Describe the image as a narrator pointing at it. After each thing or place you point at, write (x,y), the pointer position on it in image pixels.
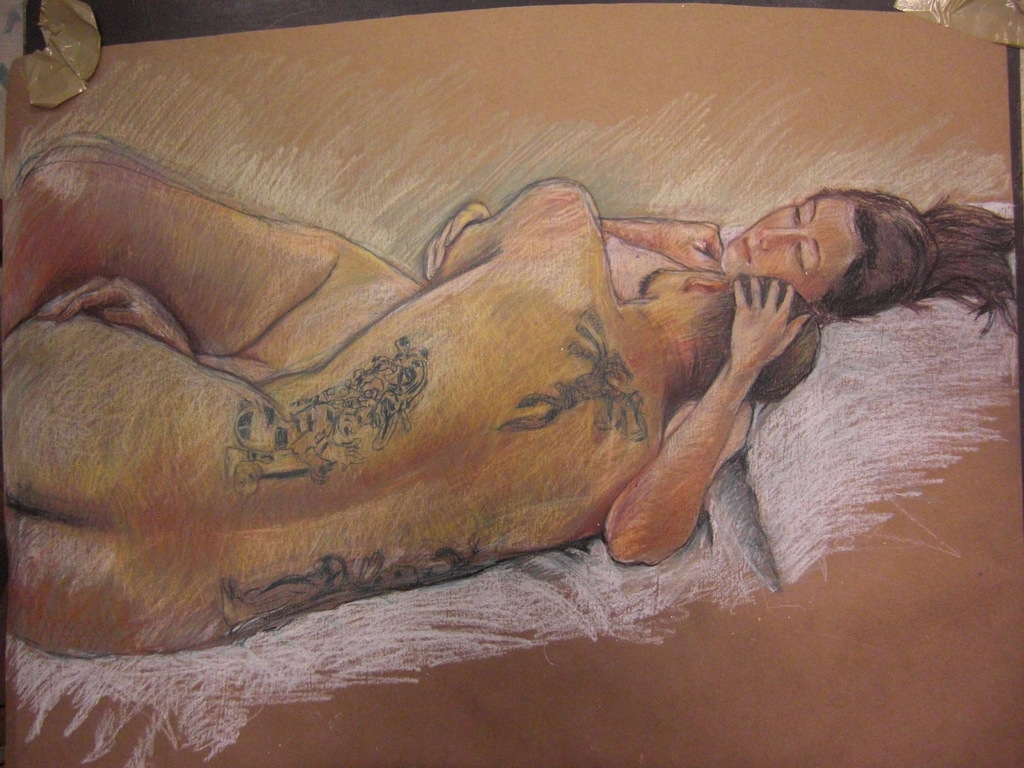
In this image there is a drawing (619,312) of two persons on the wooden board (810,680).
